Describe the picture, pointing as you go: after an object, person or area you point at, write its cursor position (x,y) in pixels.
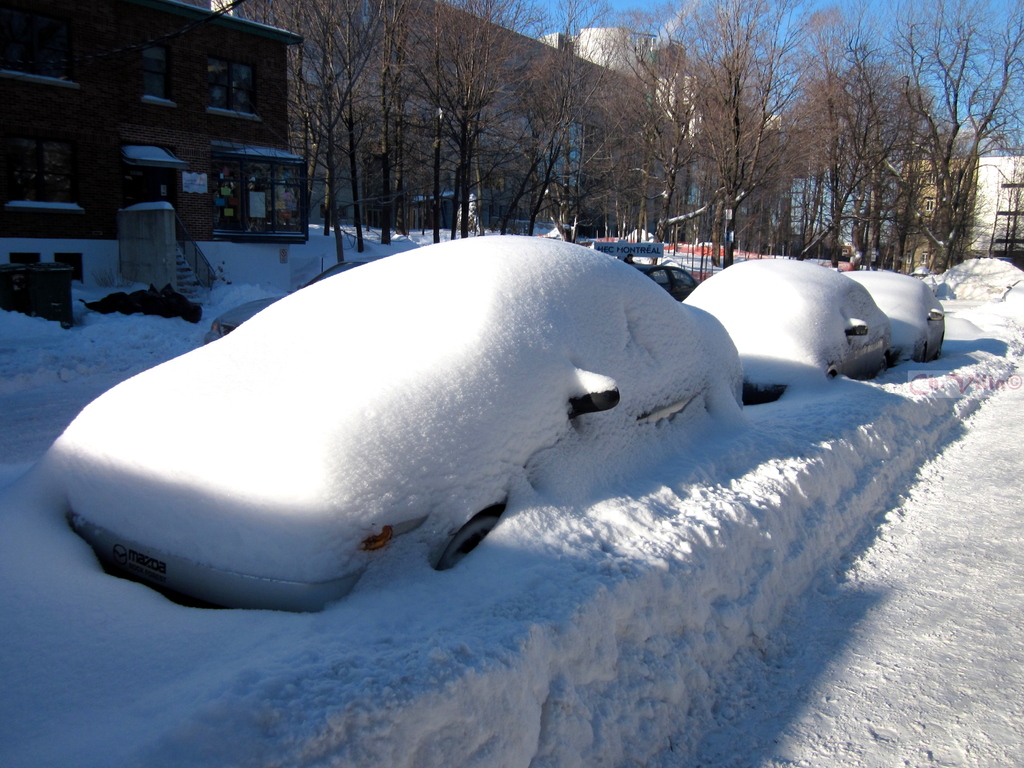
In this image we can see few vehicles (600,377) covered with snow (760,416), there are few buildings (172,106), trees (423,119), few objects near a building (122,123) and the sky (579,23) in the background (596,17).
